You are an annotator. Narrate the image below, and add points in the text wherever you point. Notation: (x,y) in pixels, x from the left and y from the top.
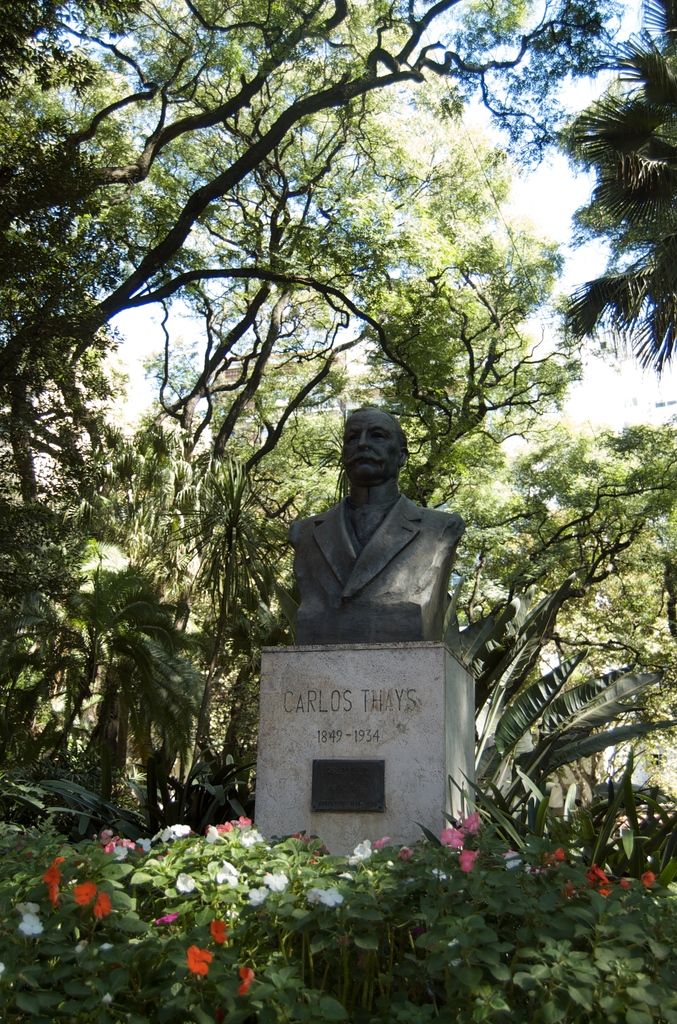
In this image, we can see a statue (381,600) on an object (361,652) with some text (372,732). We can see some plants (268,843) and trees (662,306). We can also see the sky (320,341).
